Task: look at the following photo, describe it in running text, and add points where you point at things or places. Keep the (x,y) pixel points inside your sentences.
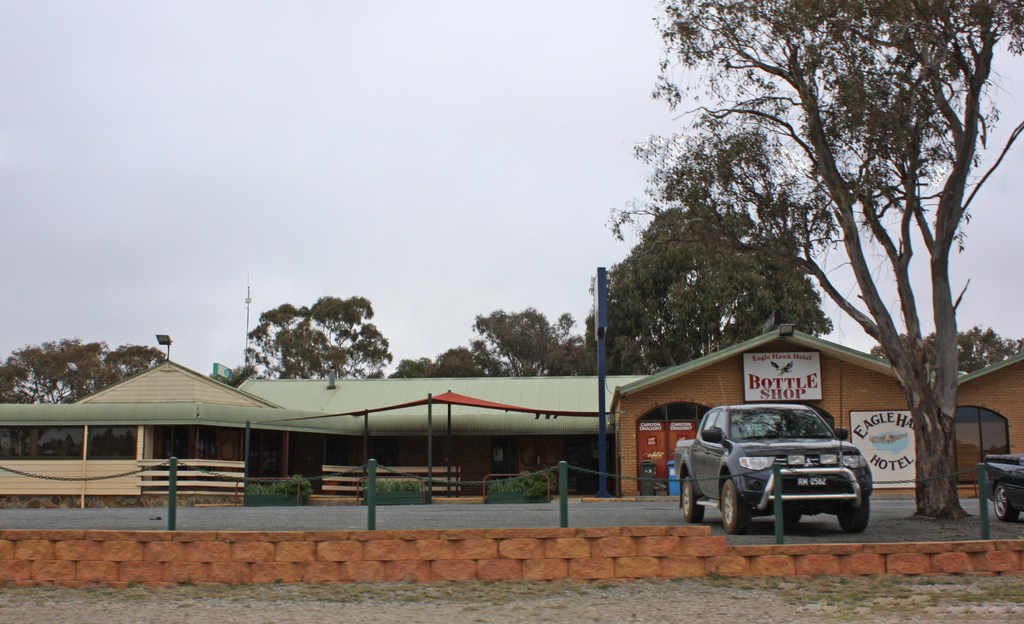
In this image in the center (431,416) there are poles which are green in colour and there are cars (835,457), there is a tree (920,413). In the background (255,404) there are tents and there is a building (708,393) and on the building (844,388) there are boards (747,367) with some text (777,379) written on it and in the background (521,372) there are trees (710,303) and there is a shed (208,422) which has green colour top (203,408).
